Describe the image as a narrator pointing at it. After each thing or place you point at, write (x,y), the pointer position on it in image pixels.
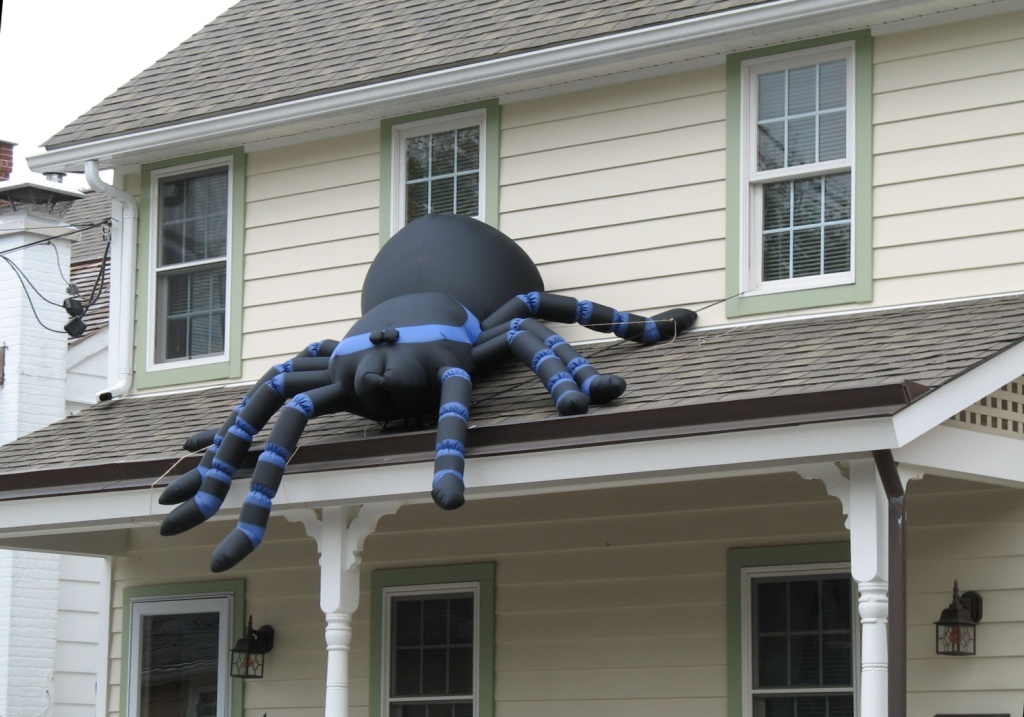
There is one inflatable thing (392,276) is present in the middle of this image (523,267), and there is a building (584,230) in the background (523,193). We can see a sky (91,62) in the top left corner of this image (77,55).
